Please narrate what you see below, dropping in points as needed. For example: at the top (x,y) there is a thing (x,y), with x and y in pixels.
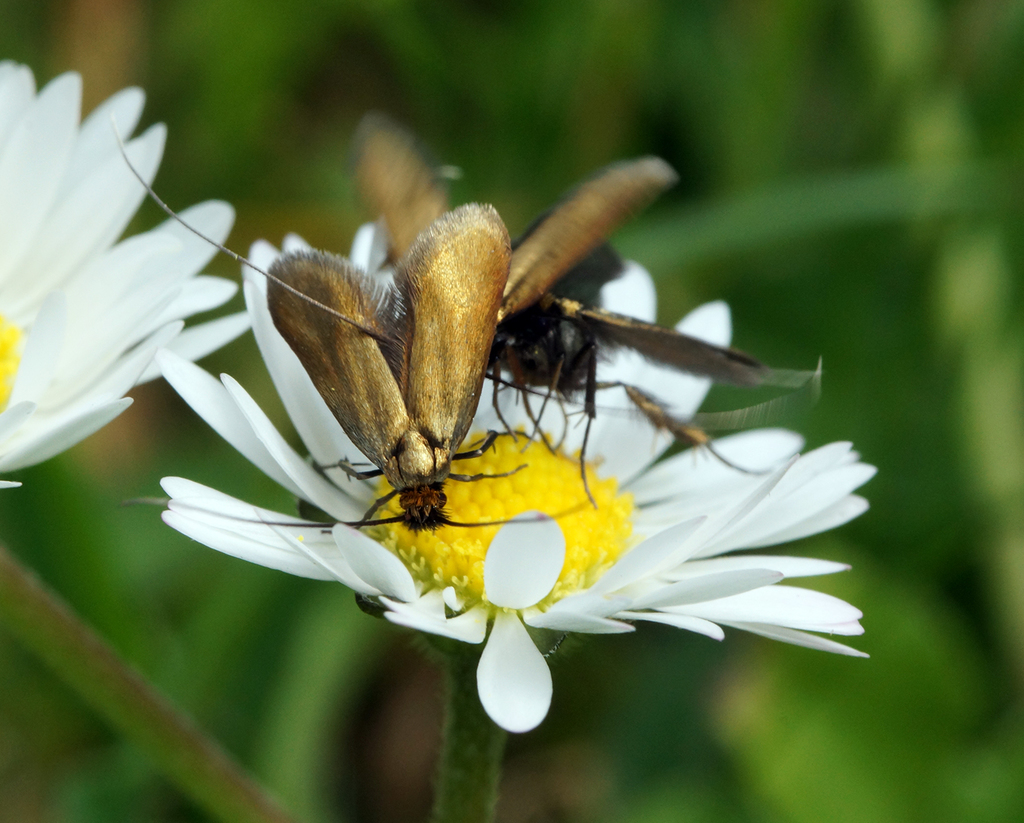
In this image we can see two insects (595,342) on a flower (516,589). On the left side (69,276), we can see another flower (59,183). The background of the image (51,491) is blurred.
